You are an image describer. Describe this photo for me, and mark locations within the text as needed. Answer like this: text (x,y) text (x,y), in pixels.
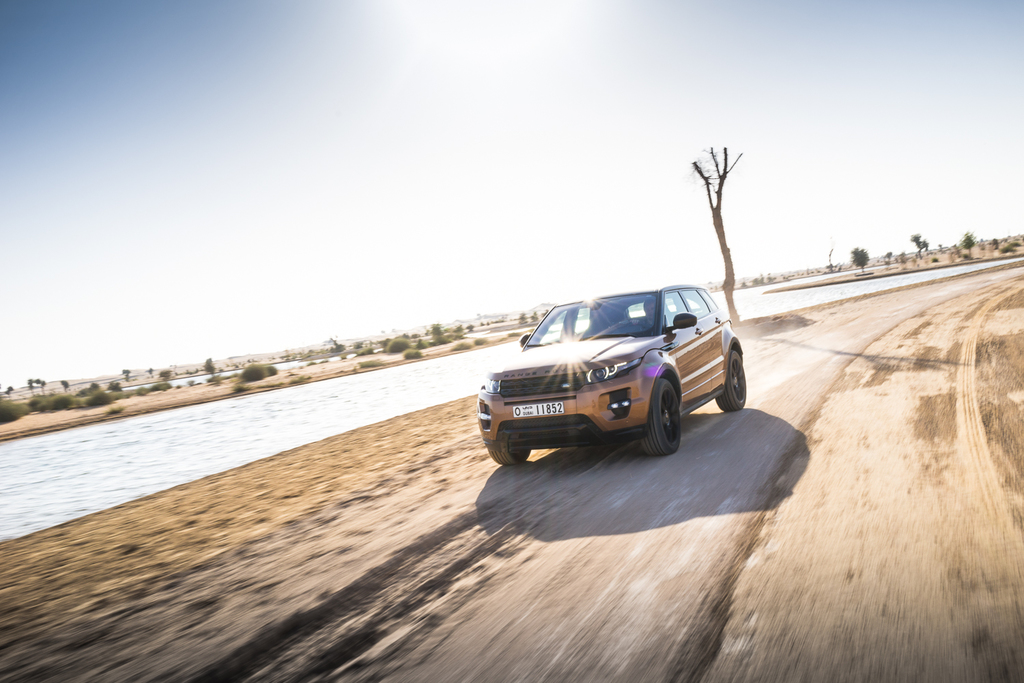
In this picture we can see a car (528,379) on the path (623,466). We can see water (376,402). There are a few bushes (369,351) and trees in the background (52,404). We can see the sky (220,135) on top of the picture (527,121).
